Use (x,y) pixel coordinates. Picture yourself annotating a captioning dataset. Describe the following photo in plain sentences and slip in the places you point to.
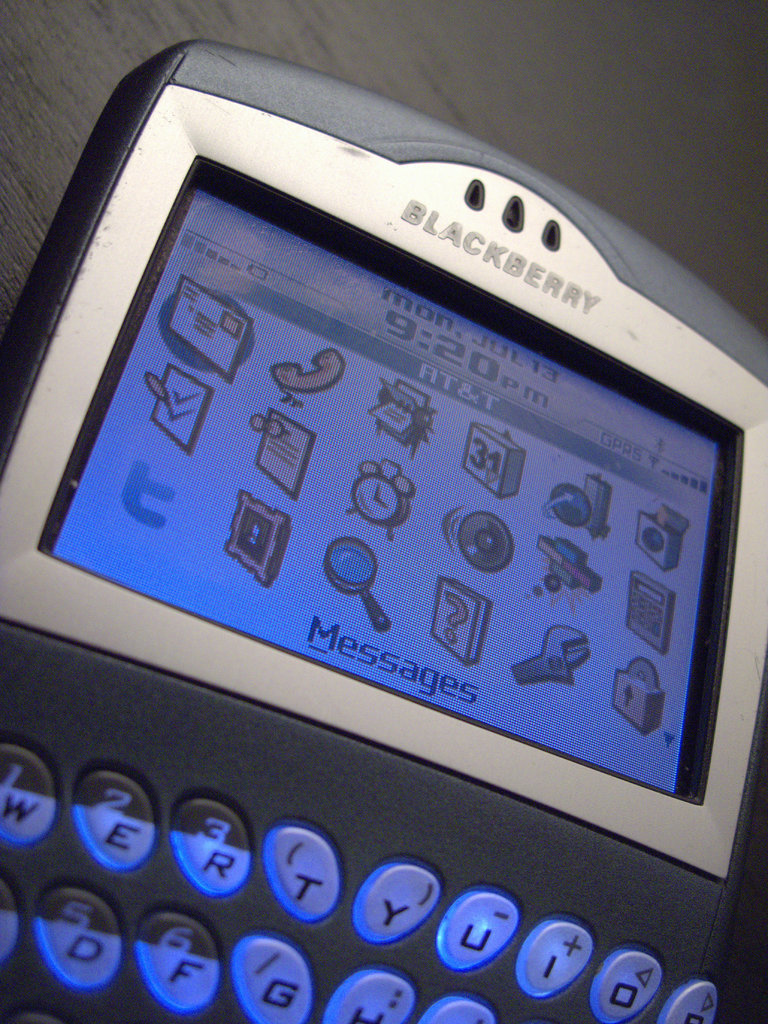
In this image we can see a mobile (348,507) placed on the table (45,132).
